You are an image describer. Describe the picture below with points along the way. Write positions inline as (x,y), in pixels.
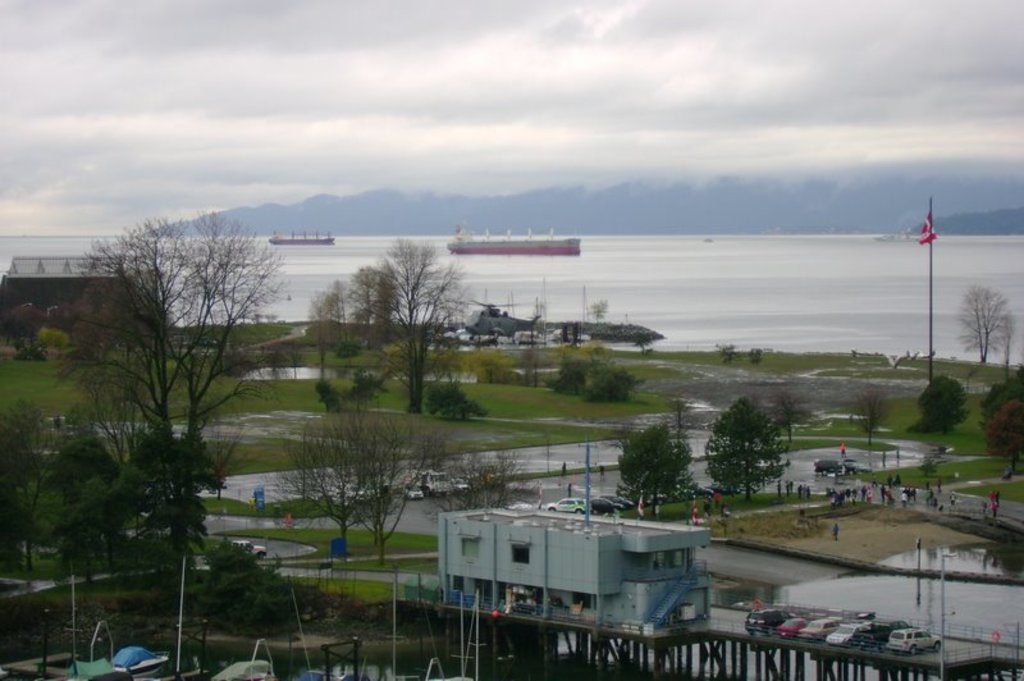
In the foreground of this image (485,598), there is a building (620,588), few vehicles (823,634) parked, poles (395,604), trees (198,603), roads (552,465), water (970,602), a flag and the copter (487,329). In the background (401,219), there are ships (543,248) on the water (615,272), mountains (622,218) and the cloud (145,113).
